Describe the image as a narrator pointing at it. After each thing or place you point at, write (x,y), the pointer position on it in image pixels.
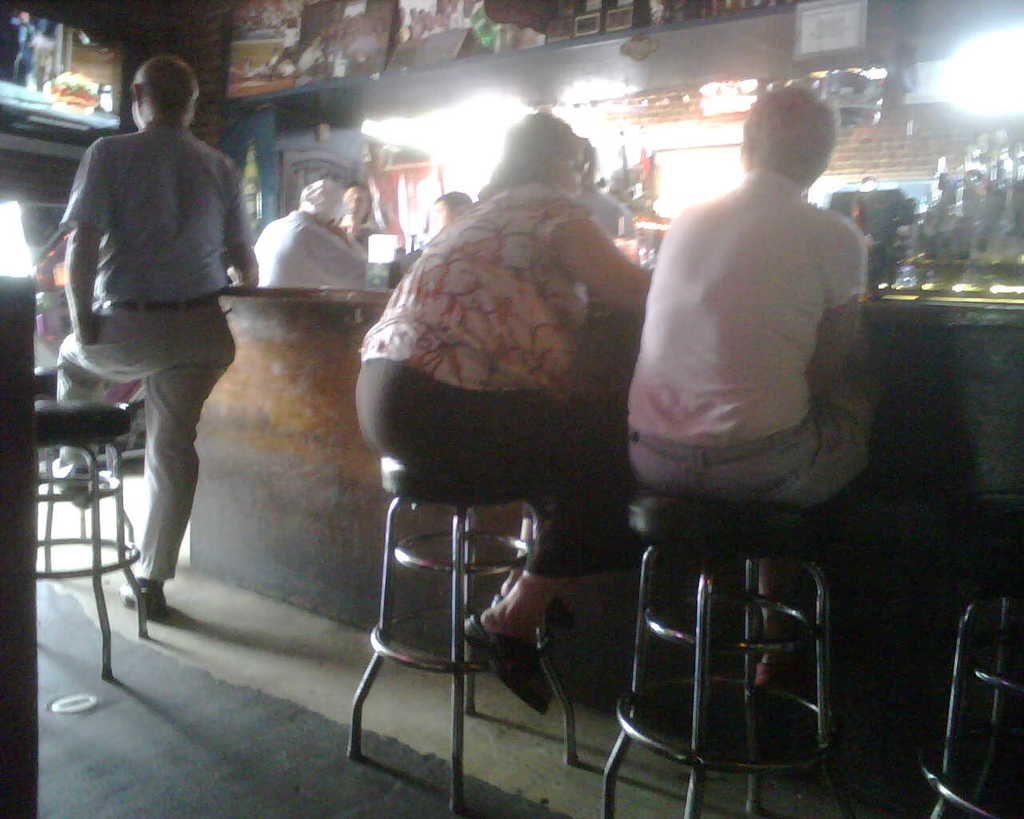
In this image I can see few stools (788,638), two persons (548,338) sitting on the stools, a person (125,331) standing, a desk (311,324) and in the background (346,249) I can see few persons (322,186), few bottles (993,209), the wall (974,132), few lights (1006,111) and few other objects (875,102).
